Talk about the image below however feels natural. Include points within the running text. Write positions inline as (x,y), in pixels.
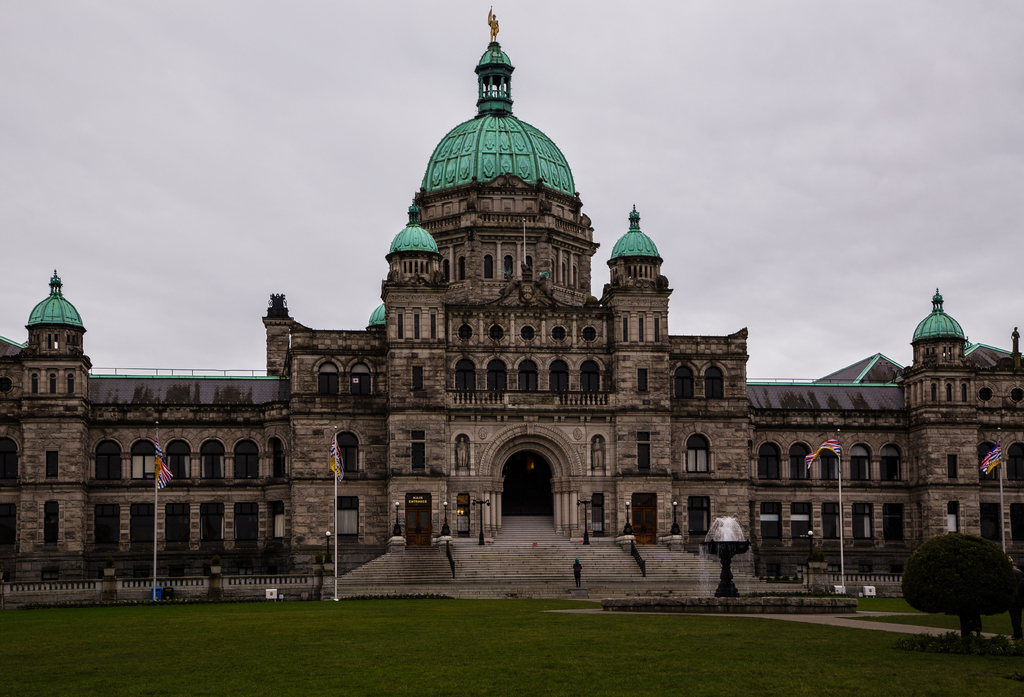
In the image we can see a building (588,431) and the windows (762,470) of the building (736,473), these are the stairs (518,555), grass (399,616), flag (342,469) and a sky (158,238). We can see there are even people (576,576) wearing clothes (575,572), this is a water fountain (716,544).
